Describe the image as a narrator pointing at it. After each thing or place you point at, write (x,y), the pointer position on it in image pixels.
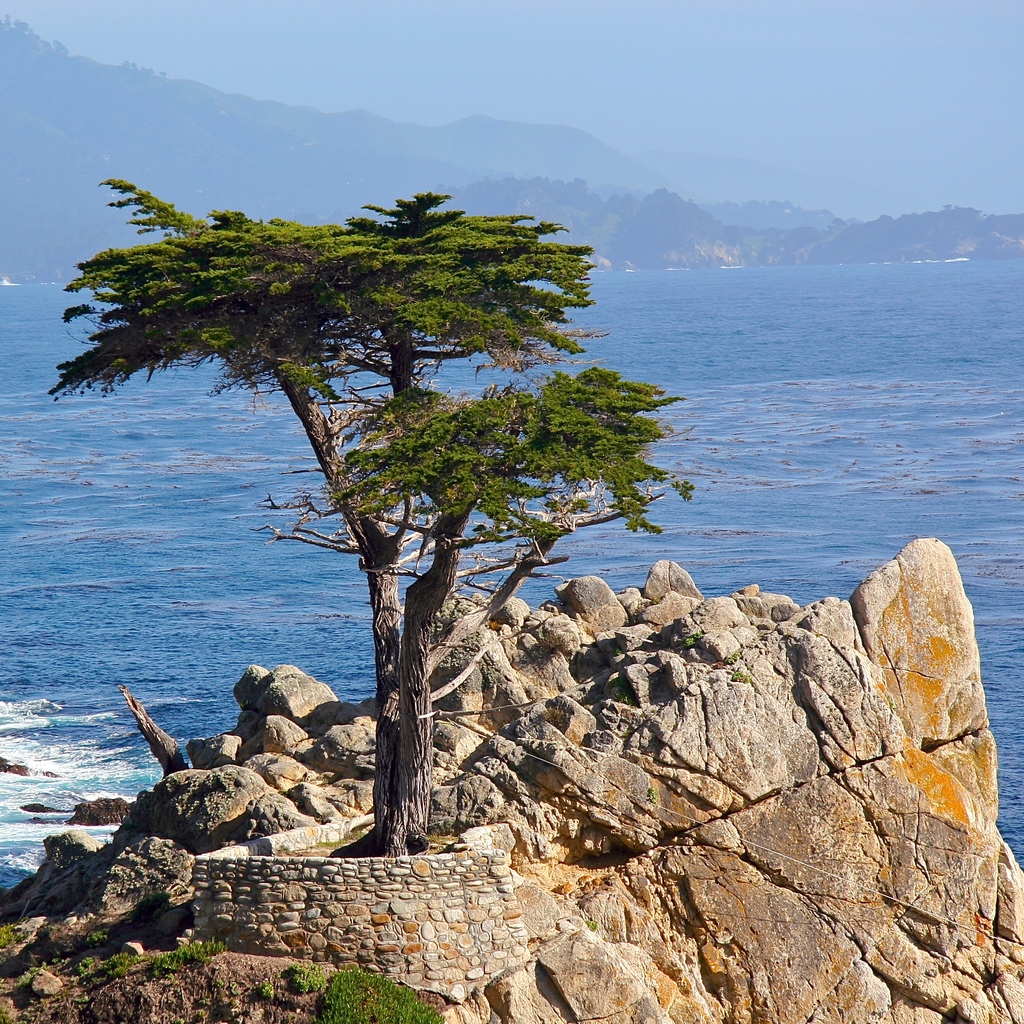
In this image I can see the tree (498,414). To the side I can see some rocks (622,714). In the background (766,478) I can see the water (571,553), mountains (605,250) and the sky (703,150).
